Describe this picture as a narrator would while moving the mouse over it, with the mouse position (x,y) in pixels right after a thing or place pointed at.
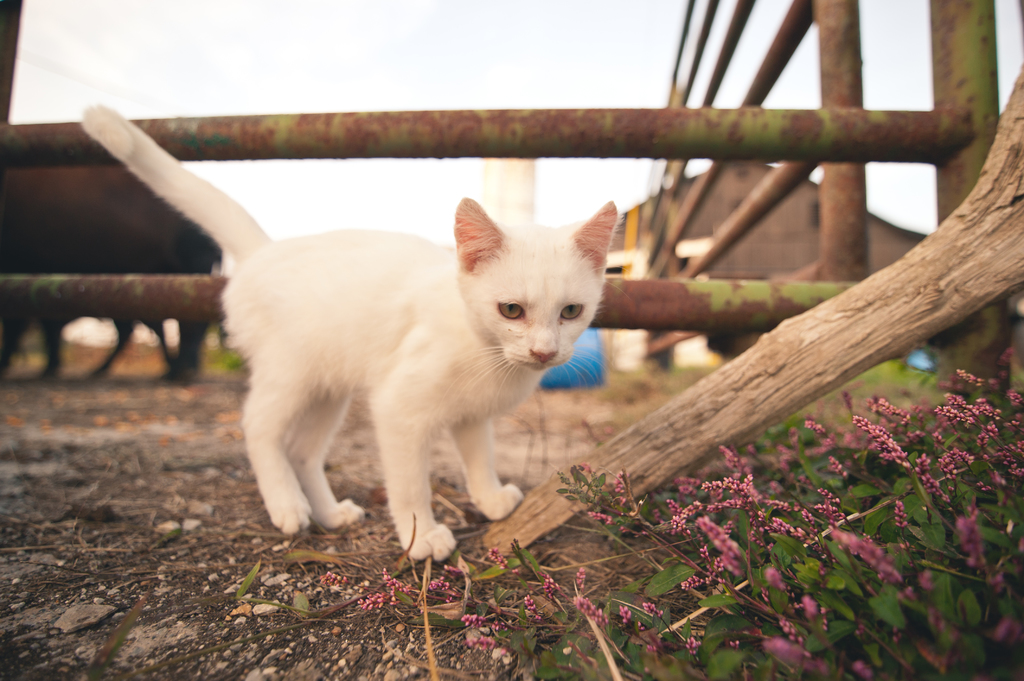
In this image, I can see a cat (277,442) standing, which is white in color. This looks like a wooden branch (813,352). I think these are the plants (720,555) with the flowers (785,507). This looks like an iron fence (784,128). On the left side of the image (128,261), I can see another animal (109,219). In the background (784,219), that looks like a shed (792,247).
